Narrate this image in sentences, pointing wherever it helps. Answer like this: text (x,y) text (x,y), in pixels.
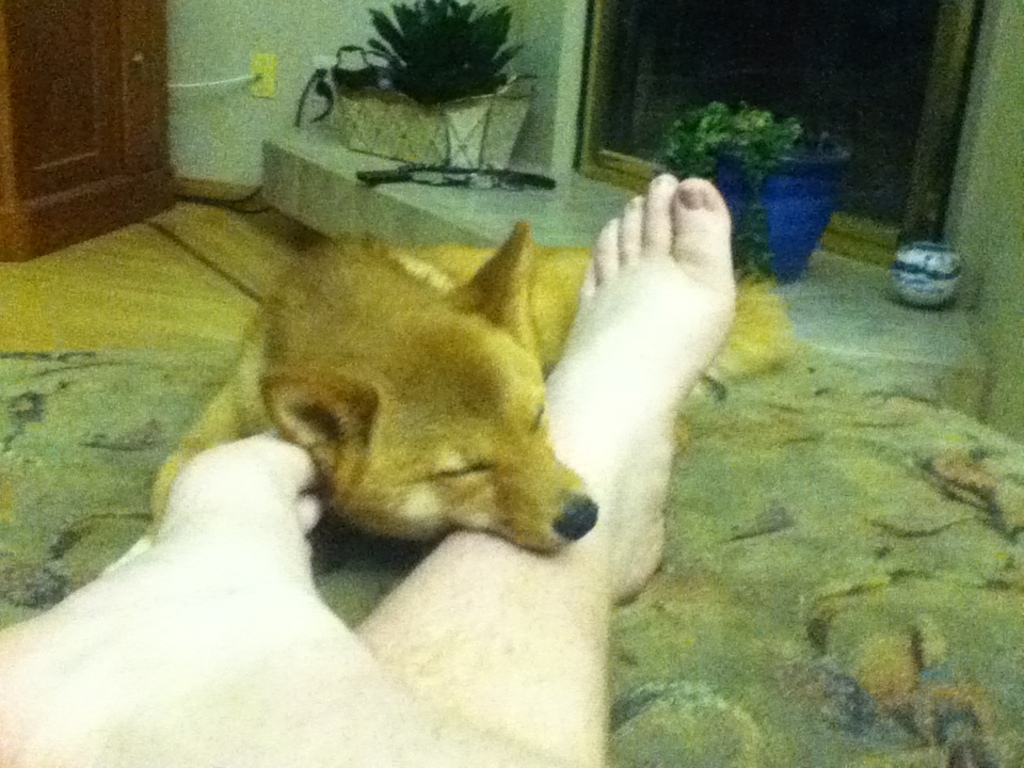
In this image we can see a dog (483,437), human legs (476,619), plants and door (69,237).
